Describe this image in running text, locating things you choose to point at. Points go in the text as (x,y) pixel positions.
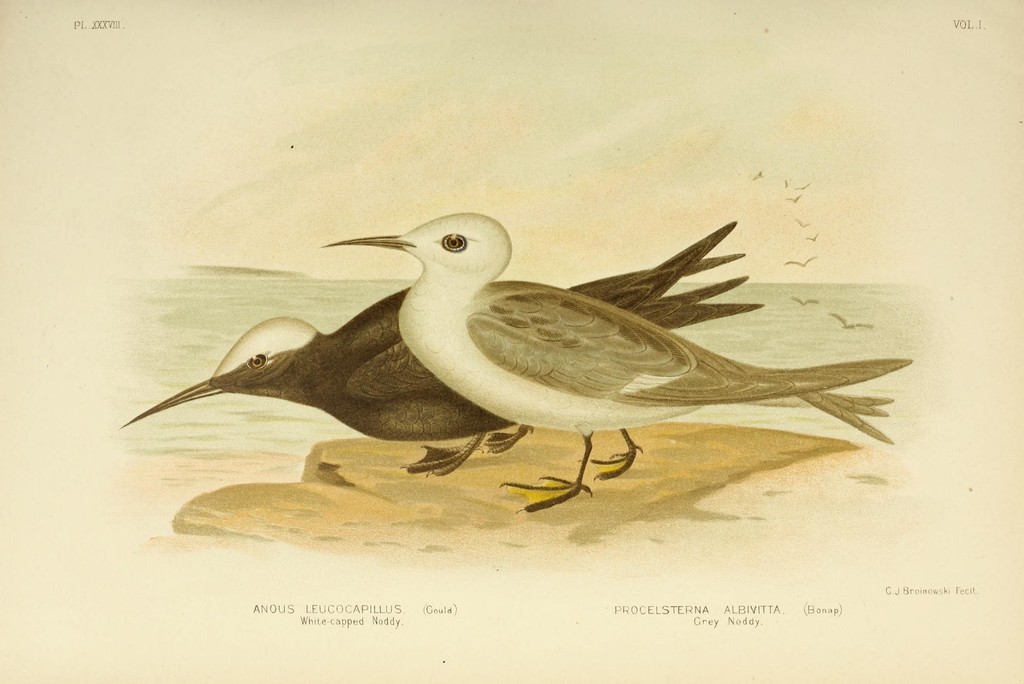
In the picture we can see two birds (788,394) are standing on the surface (786,486), one is white in color and one is black in color and near the birds (782,382) we can see water (796,421) and in the air (618,245) we can see some birds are flying.
